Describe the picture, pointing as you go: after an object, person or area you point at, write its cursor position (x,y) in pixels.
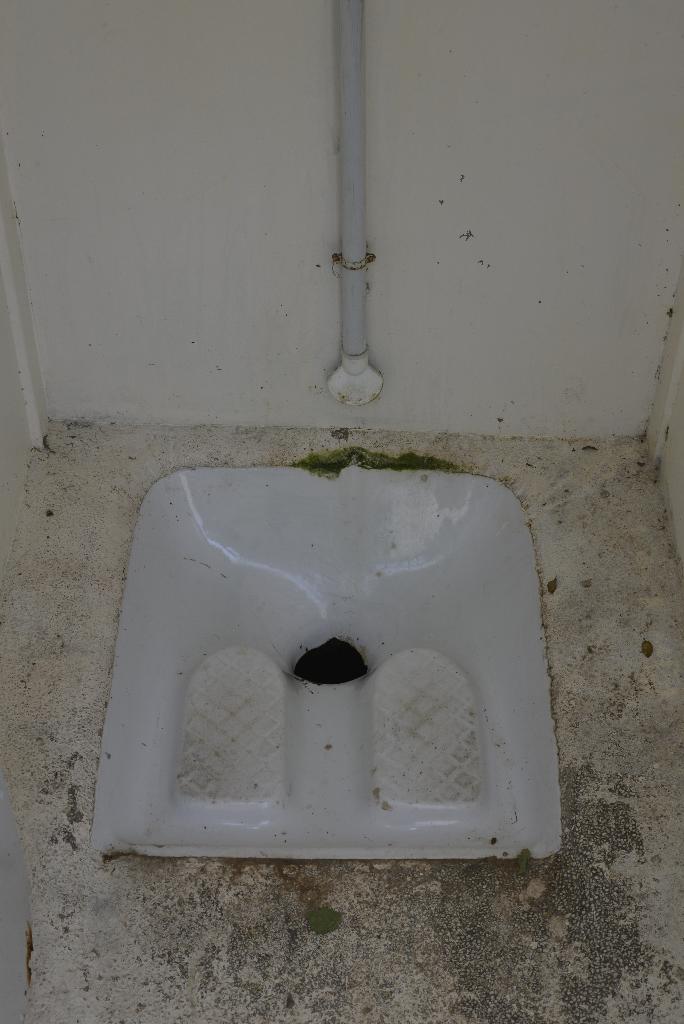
It is a washroom (127,627) and there is a toilet seat (231,637), in the background (238,377) there is a wall (384,134) and in front of the wall (332,178) there is a pole (350,256) attached to the wall (75,342).
